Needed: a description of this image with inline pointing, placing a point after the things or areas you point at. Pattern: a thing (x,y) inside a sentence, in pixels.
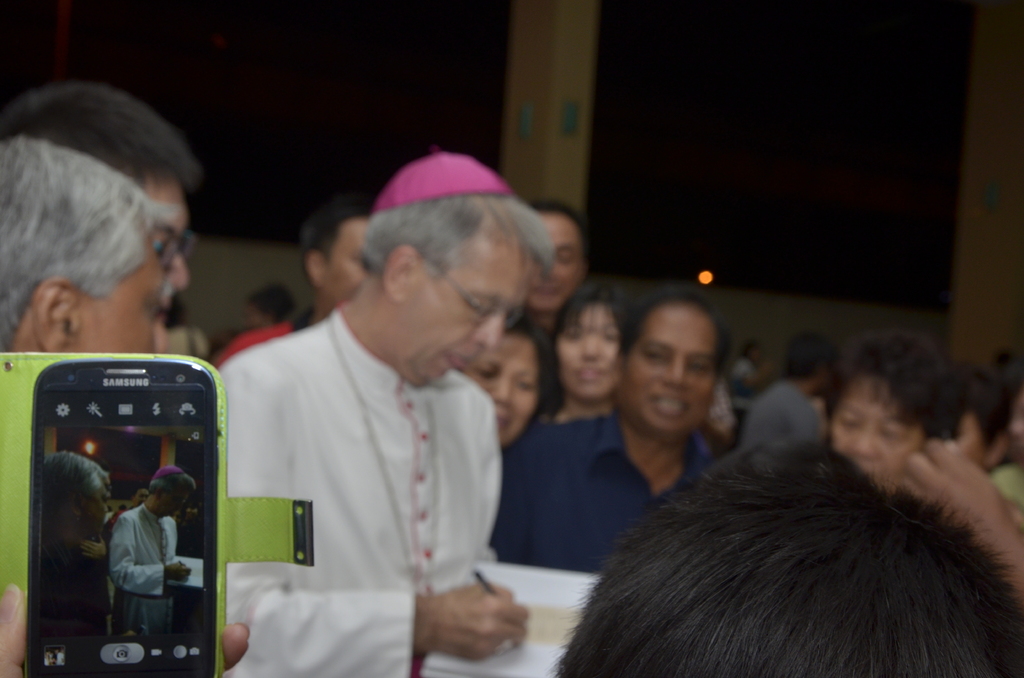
In this image I can see in the middle (365,314) an old man (464,511) is writing in the book (534,619), he wore white color dress (437,465) and a pink color cap (466,168). On the left side (139,647) there is the mobile phone (211,568), few people (21,259) are there around him.
